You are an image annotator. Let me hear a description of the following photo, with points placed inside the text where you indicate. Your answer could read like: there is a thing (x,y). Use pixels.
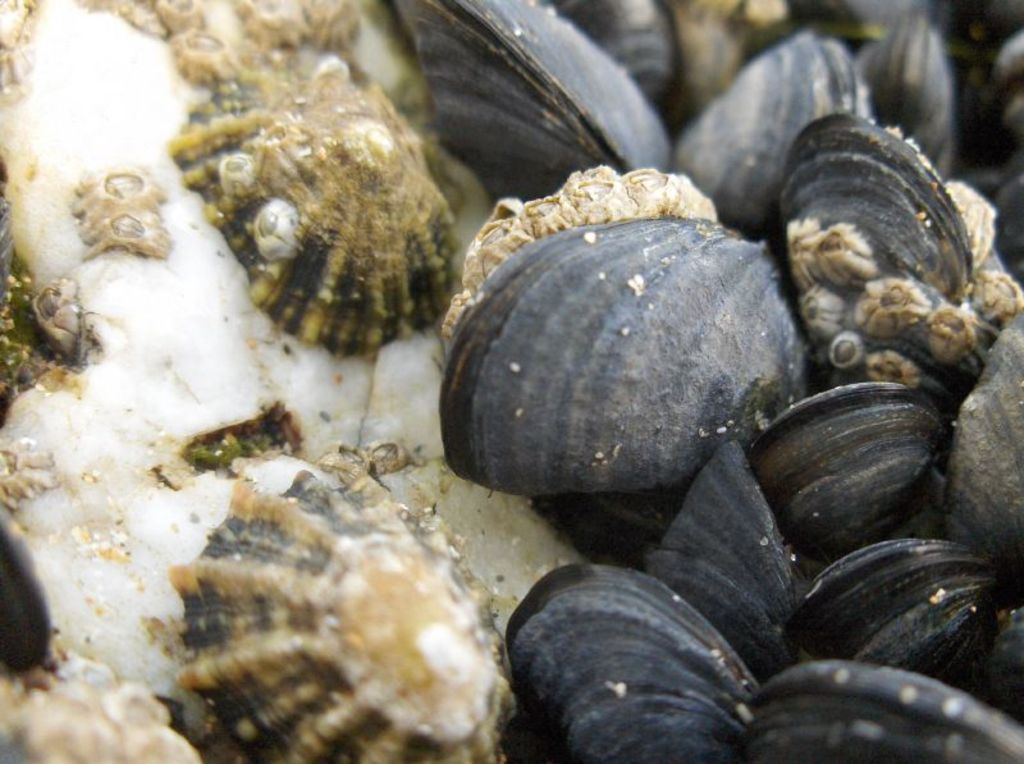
In the center of the image (613,321) we can see shells (618,443).
